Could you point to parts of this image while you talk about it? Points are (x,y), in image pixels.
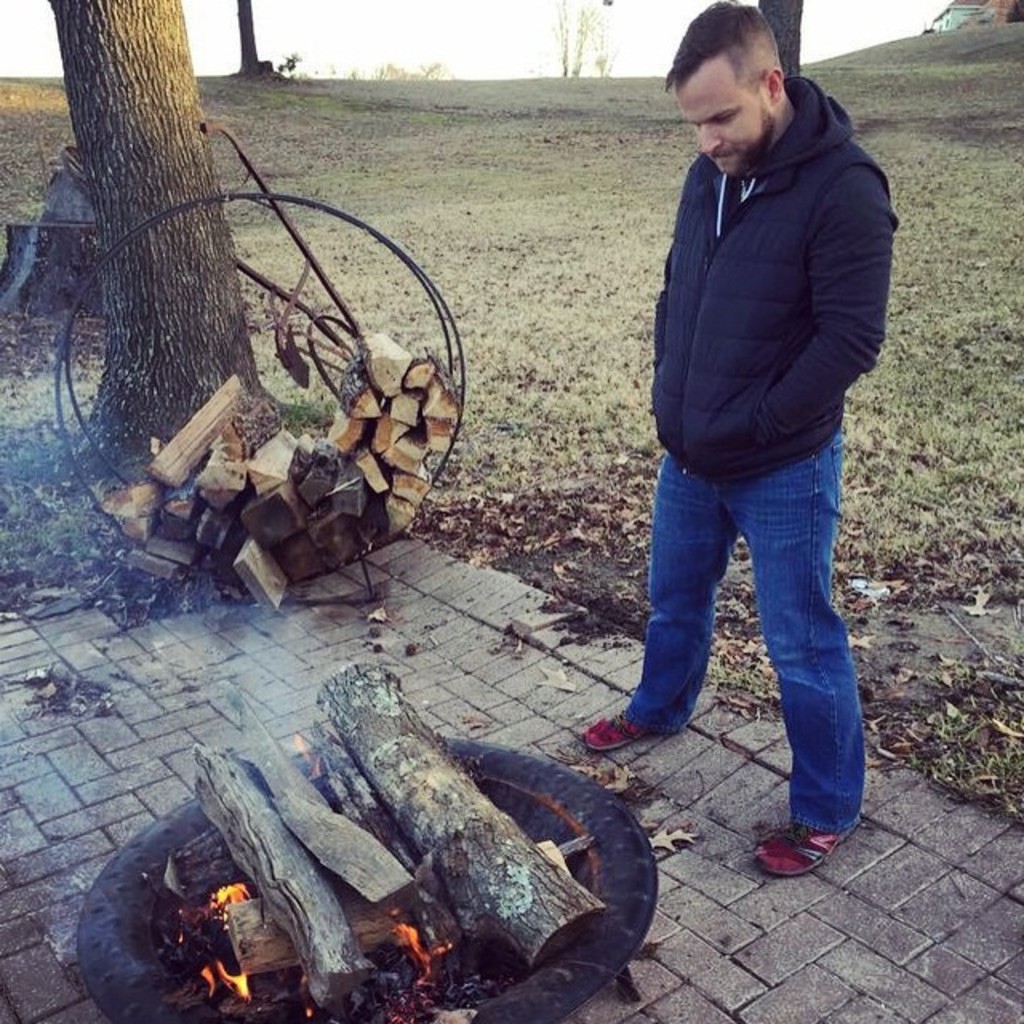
In this image we can see a person (792,343), in front of him we can see few woods (287,924) are placed in the fire (218,906), there we can see some more woods (315,456), few leaves (449,525), grass (291,268), few trunks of the trees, plants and a building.
